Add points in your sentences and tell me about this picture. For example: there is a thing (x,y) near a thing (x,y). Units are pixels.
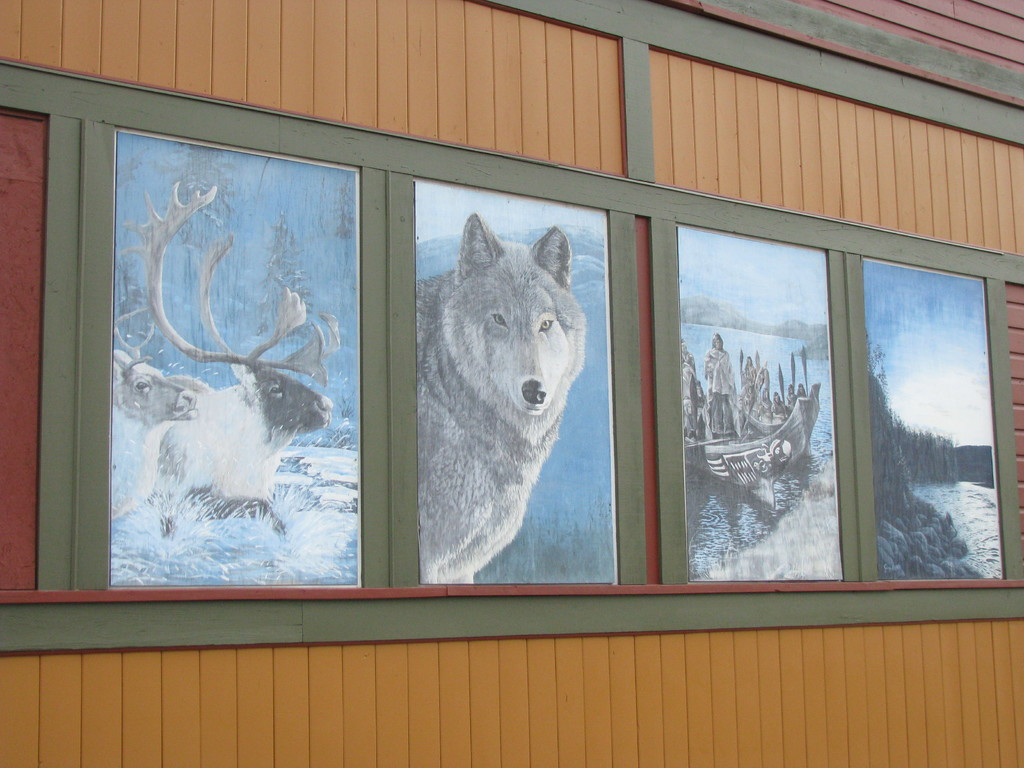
In this image I can see few boards (604,510) attached to the brown color surface (518,132) and I can also see few animals (277,420), boats (807,424), few people (710,431) in the board (453,475).
